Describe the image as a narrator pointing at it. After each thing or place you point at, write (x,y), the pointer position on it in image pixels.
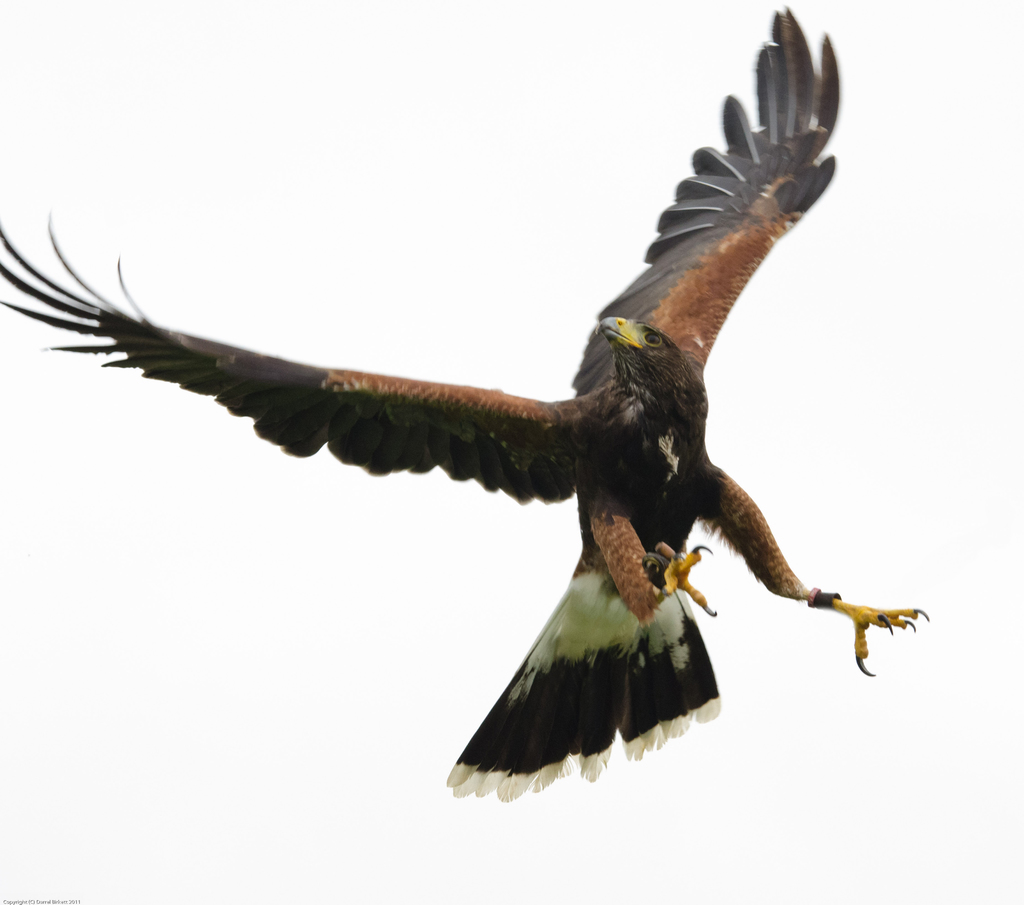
There is a bird (695,453) flying in the air (445,771). And the background (218,12) is white in color.
